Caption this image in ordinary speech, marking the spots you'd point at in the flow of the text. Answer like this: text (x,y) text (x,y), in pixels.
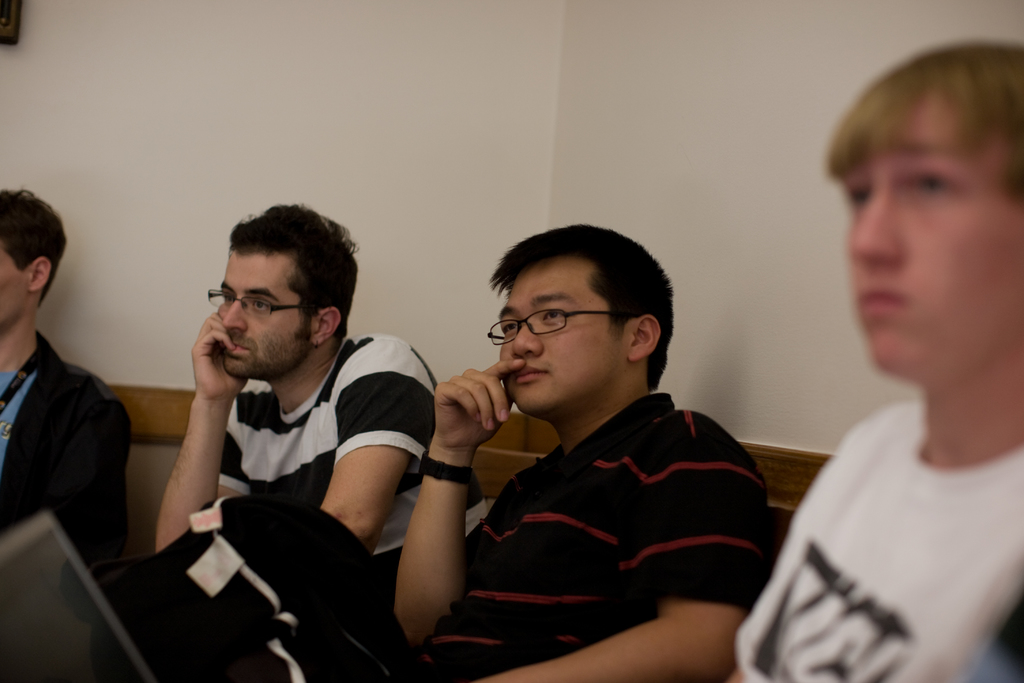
In this image we can see people (414,488) sitting. In the background (665,62) there is a wall (565,68) and we can see clothes (282,564).
